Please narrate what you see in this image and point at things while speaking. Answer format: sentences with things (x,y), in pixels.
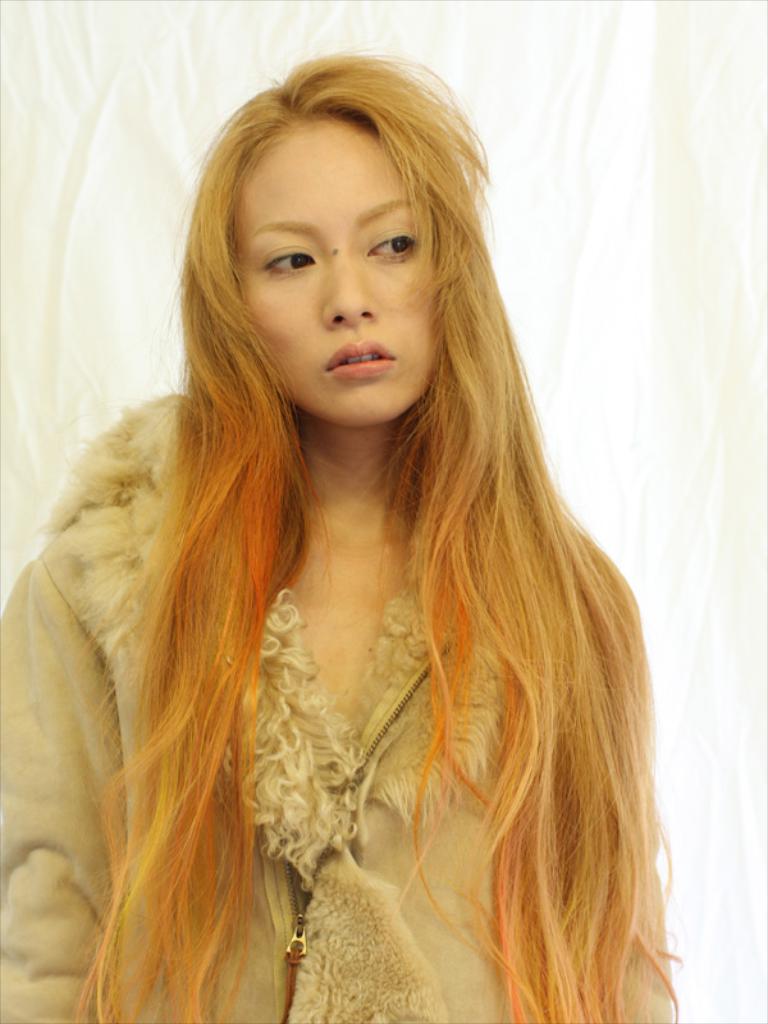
In the image we can see a woman (242,138).
